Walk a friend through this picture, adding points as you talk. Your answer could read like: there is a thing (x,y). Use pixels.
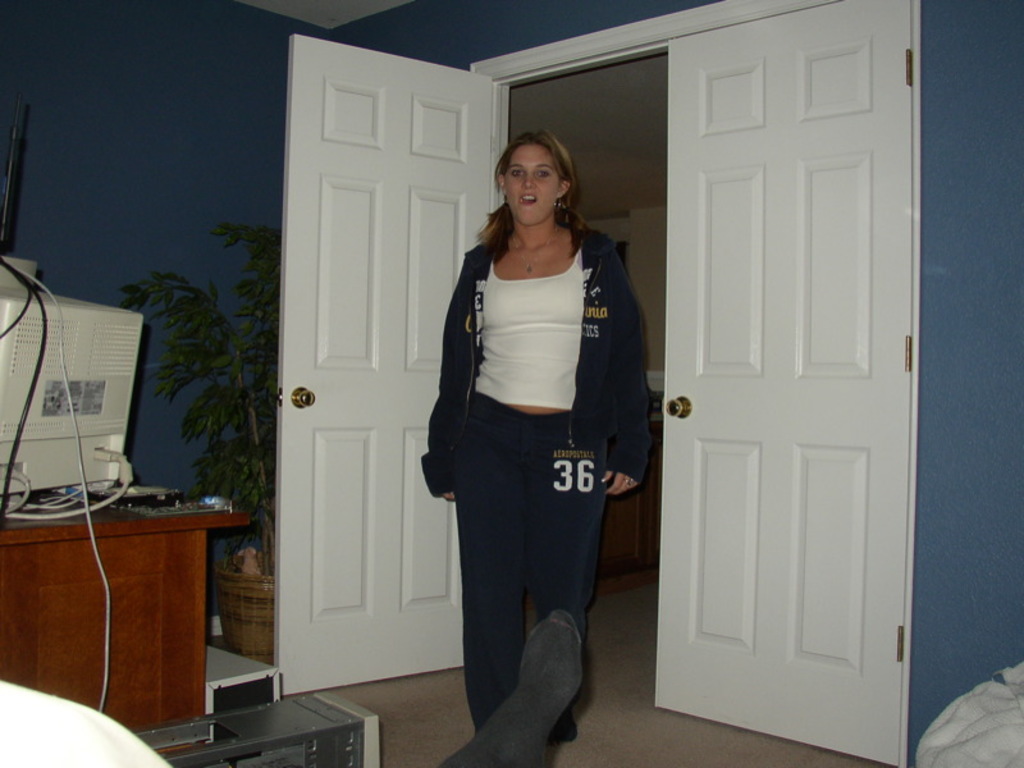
This image is taken indoors. In the background (321,287) there is a wall (178,226) with a door (693,314). The door (730,354) is white in color. On the left side of the image (172,626) there is a table (136,537) with a key board (127,505) and a monitor (67,457) on it and there are a few wires (108,666). There is a plant (243,451) in the pot (257,579) and there are a few things (248,724) on the floor (628,745). At the bottom of the image (623,747) there is a floor (635,737). In the middle of the image (538,369) a girl (559,427) is standing on the floor (664,726).
